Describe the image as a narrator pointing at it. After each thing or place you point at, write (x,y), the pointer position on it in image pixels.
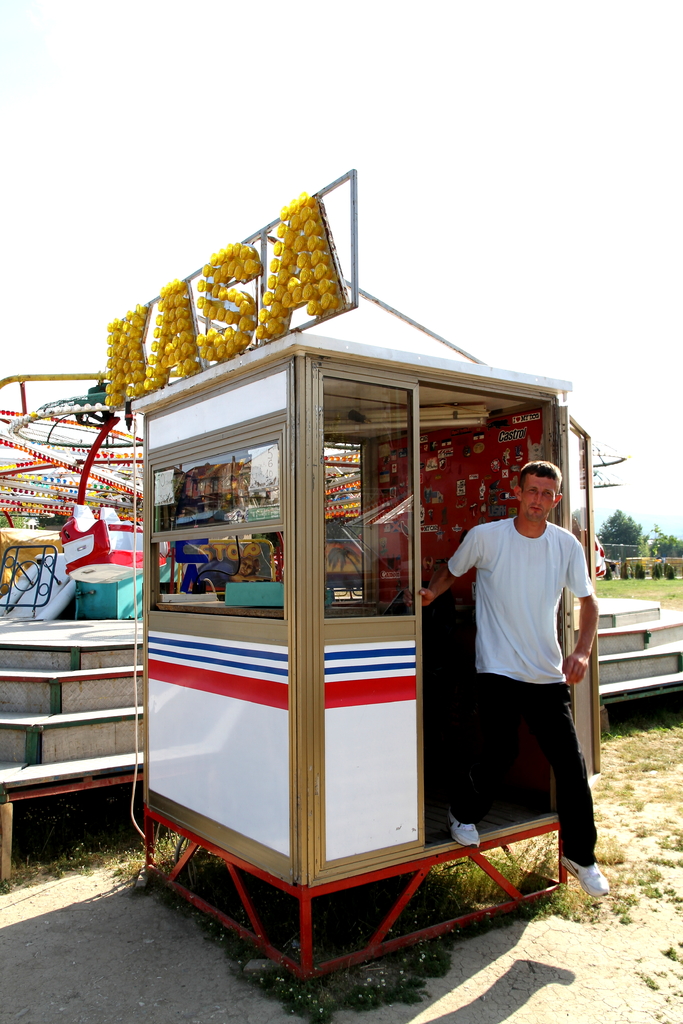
In this image I can see there is a person (507,763) standing in the room (455,652) and there are few objects (93,604). And at the back (81,452) it looks like a giant wheel (87,486). And there are trees (653,546), Grass (623,589) and stairs (94,719). And at the top (531,21) there is a sky (52,183).
